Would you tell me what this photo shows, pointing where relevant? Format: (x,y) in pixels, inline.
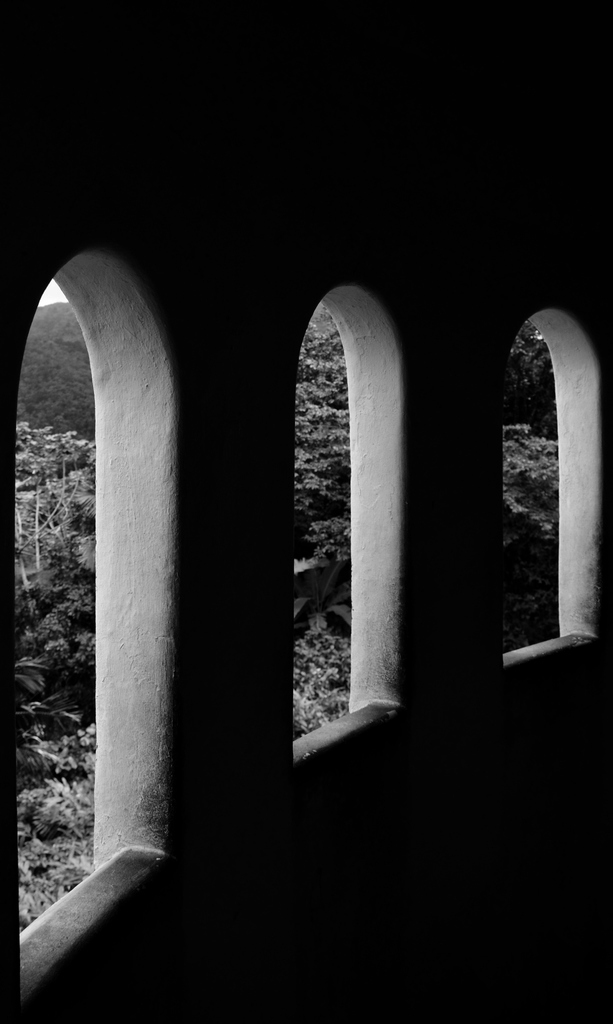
In this picture we can see three windows (304,349), from the windows (116,519) we can see trees (41,418), there is a dark background (548,113).
